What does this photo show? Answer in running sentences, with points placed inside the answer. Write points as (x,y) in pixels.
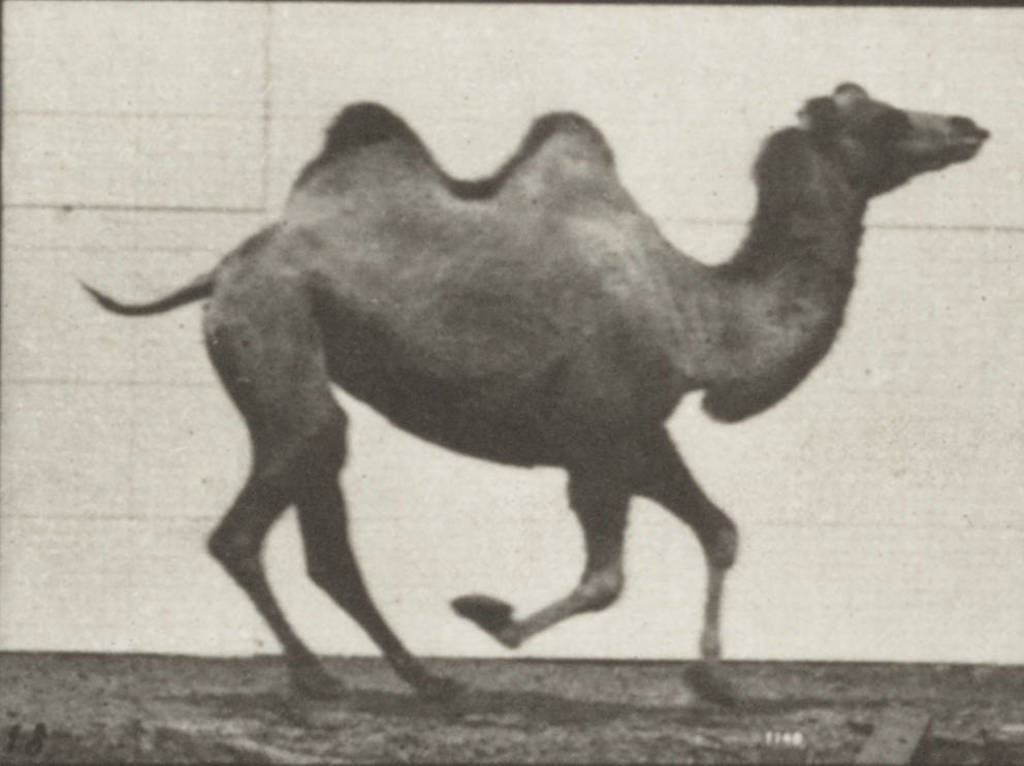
In this image we can see there is a camel (782,304) running on road (35,749).
